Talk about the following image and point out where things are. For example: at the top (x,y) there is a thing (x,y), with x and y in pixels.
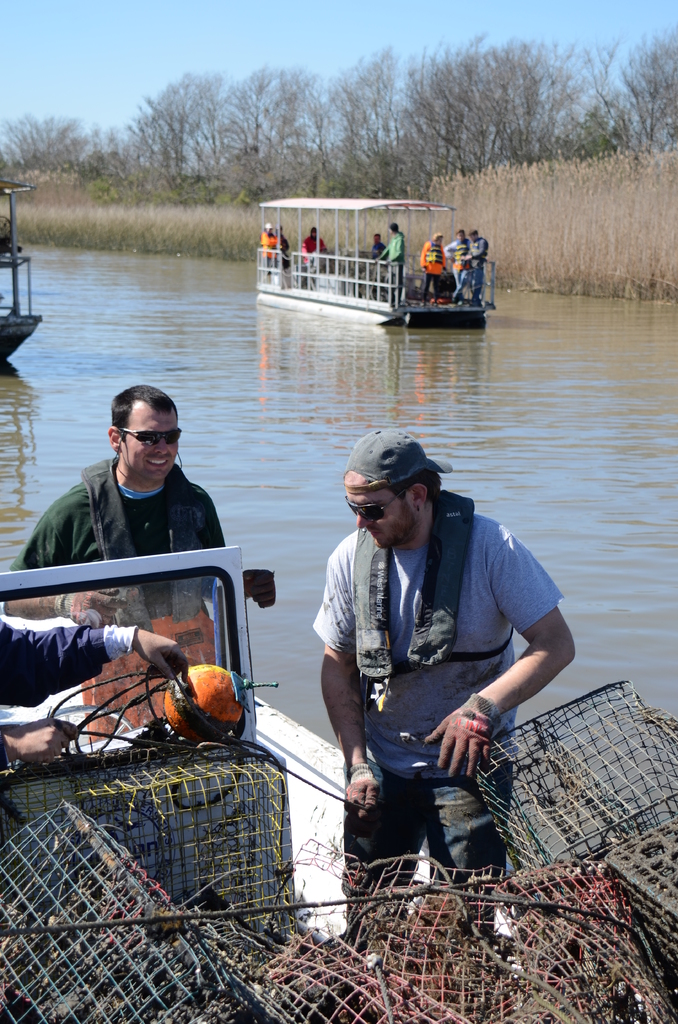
There are persons (500,572) on the boats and this is water (603,455). In the background (235,77) we can see trees (477,49) and sky (241,48).
